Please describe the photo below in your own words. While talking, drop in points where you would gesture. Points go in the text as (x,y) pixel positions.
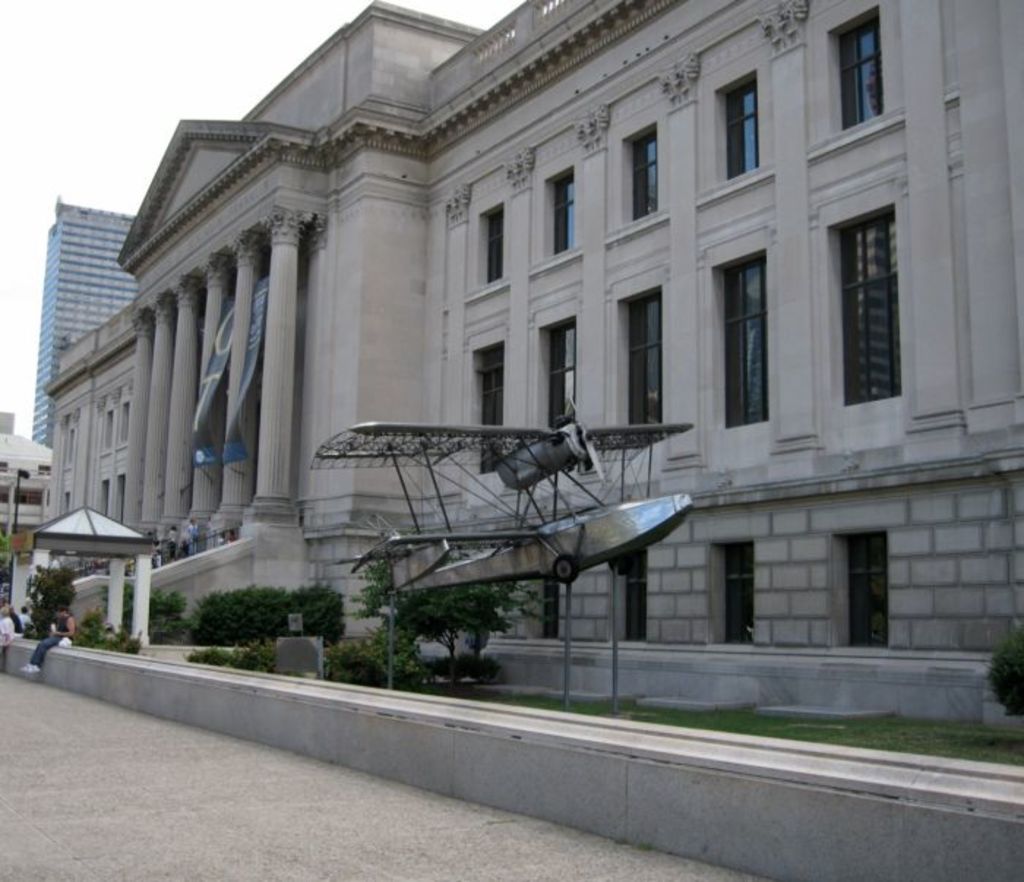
In this image we can see buildings (246,280), persons (169,550) standing on the staircase (96,584), railings (219,534), bushes (322,604), trees (473,622), sculpture (535,541), windows (556,403), sky (257,95) and person (61,634) sitting on the wall (62,672).
